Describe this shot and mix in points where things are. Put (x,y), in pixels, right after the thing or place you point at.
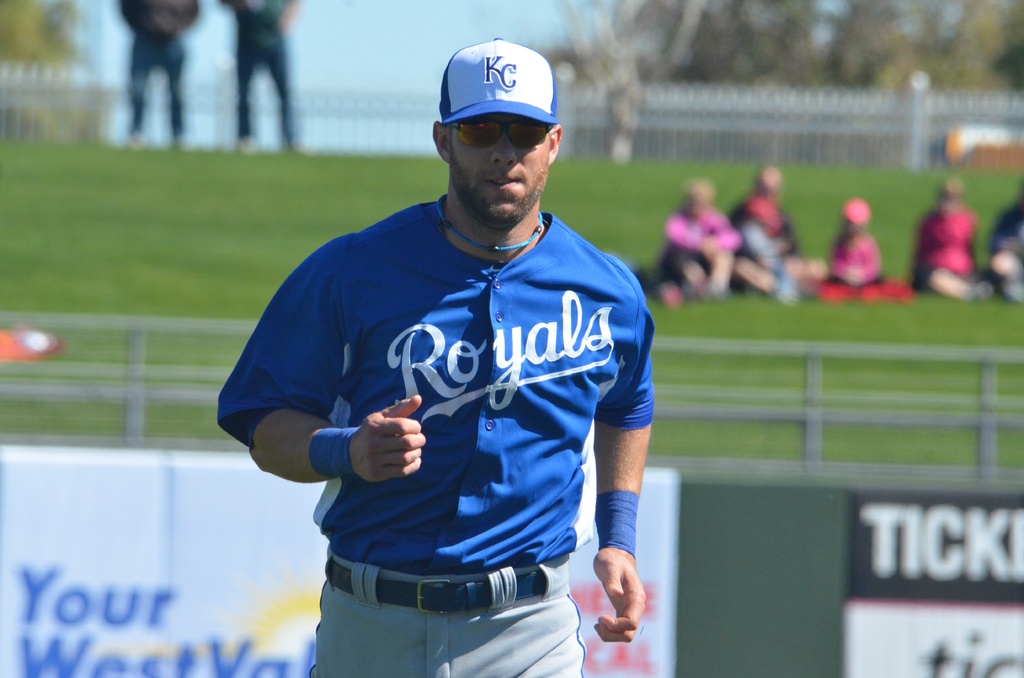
In this image there is a man (463,297), he is wearing a cap (490,82), specs (511,136), blue shirt (540,316), blue bands (626,505) and gray pant (432,665), and standing in a ground (47,218), in the background (743,204) it is blurred.
